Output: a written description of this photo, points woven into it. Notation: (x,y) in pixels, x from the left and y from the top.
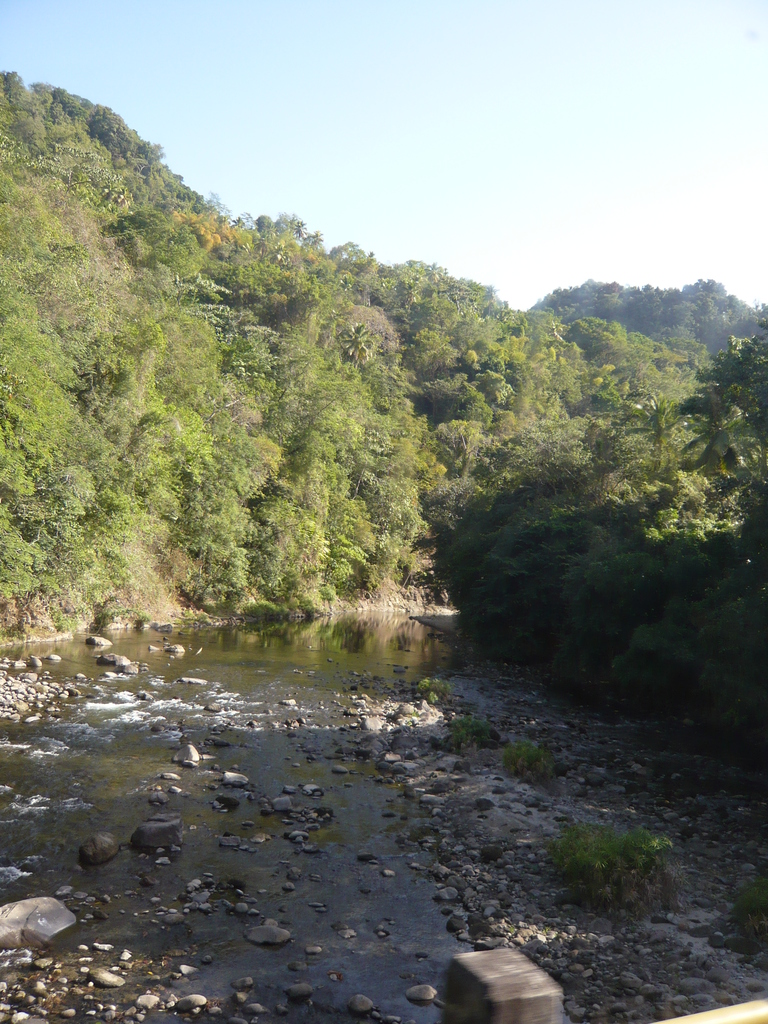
In this image there is water (265,719) in the middle (344,658). In the water (289,776) there are so many stones (497,874). In the background (336,359) there are trees (332,390). At the top (481,51) there is the sky (479,47).
